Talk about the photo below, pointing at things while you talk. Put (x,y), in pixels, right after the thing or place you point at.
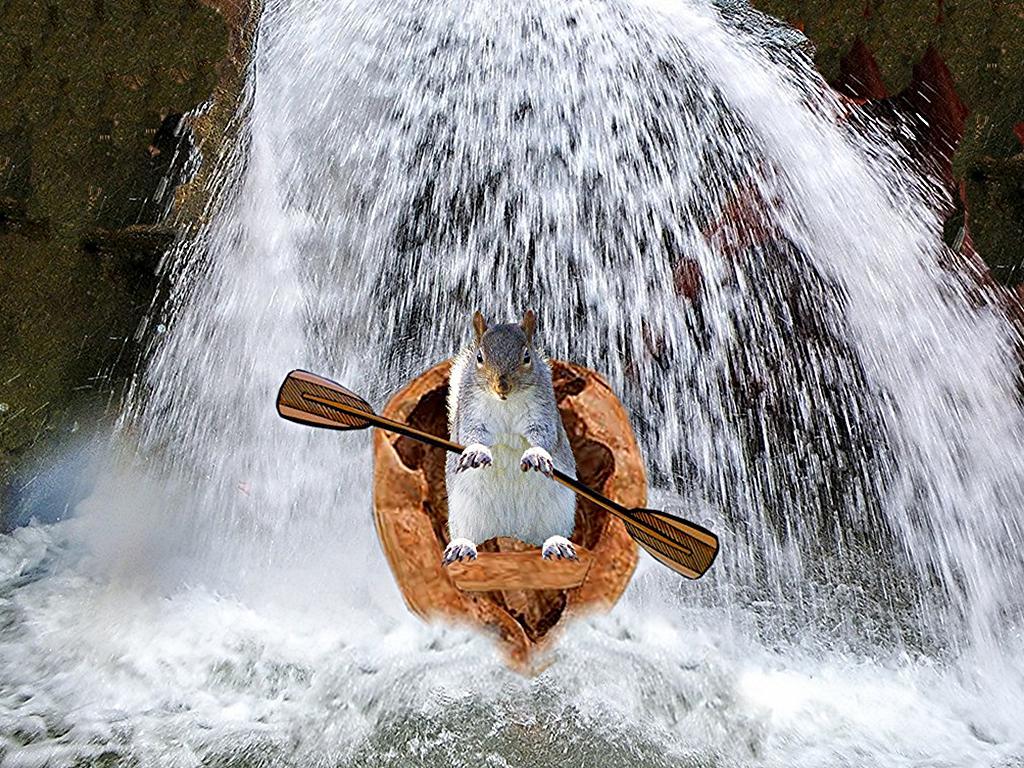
In the picture I can see a squirrel (542,400) in the boat (580,409) and the squirrel (540,433) is holding the boat oars (584,491). In the background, I can see the waterfall (536,265).
